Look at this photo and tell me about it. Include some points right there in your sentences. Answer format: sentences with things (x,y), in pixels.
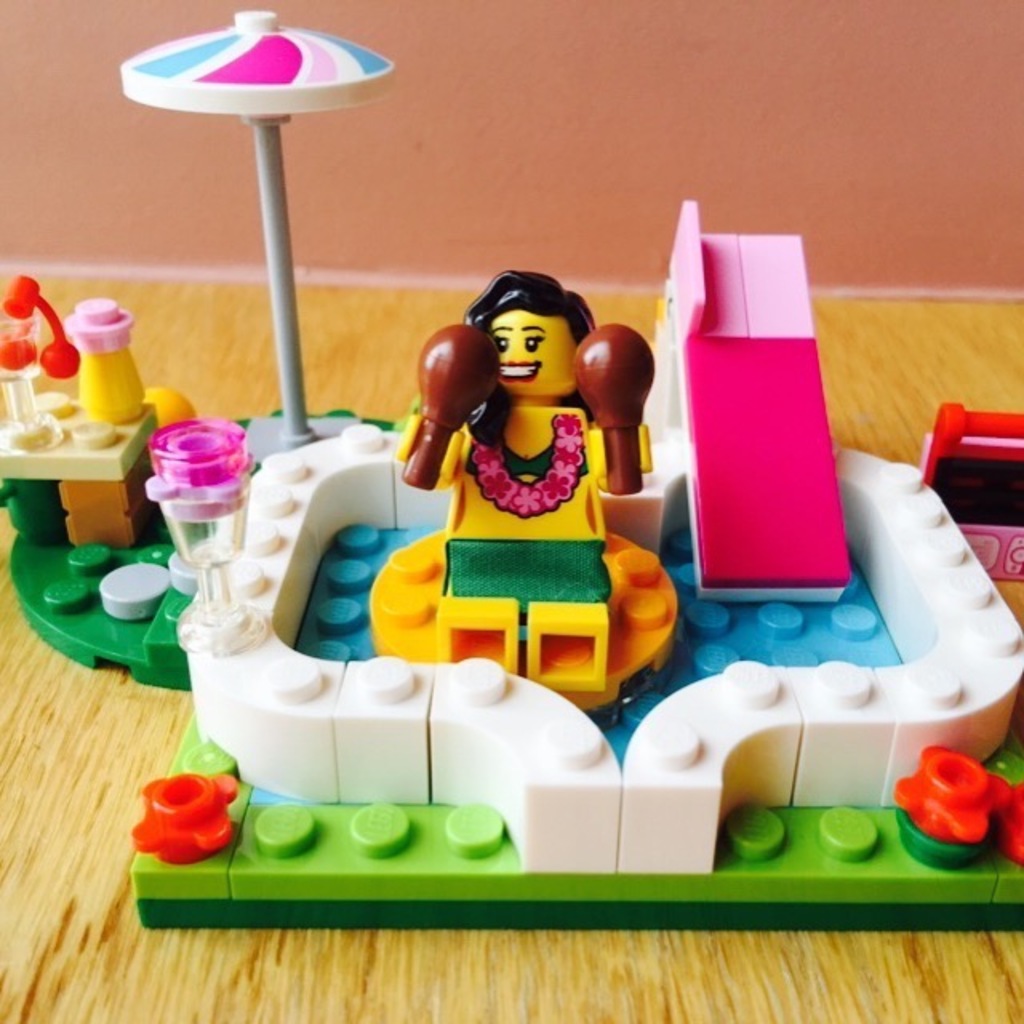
in this picture i can see a toys (464,656) on the floor (259,975).
